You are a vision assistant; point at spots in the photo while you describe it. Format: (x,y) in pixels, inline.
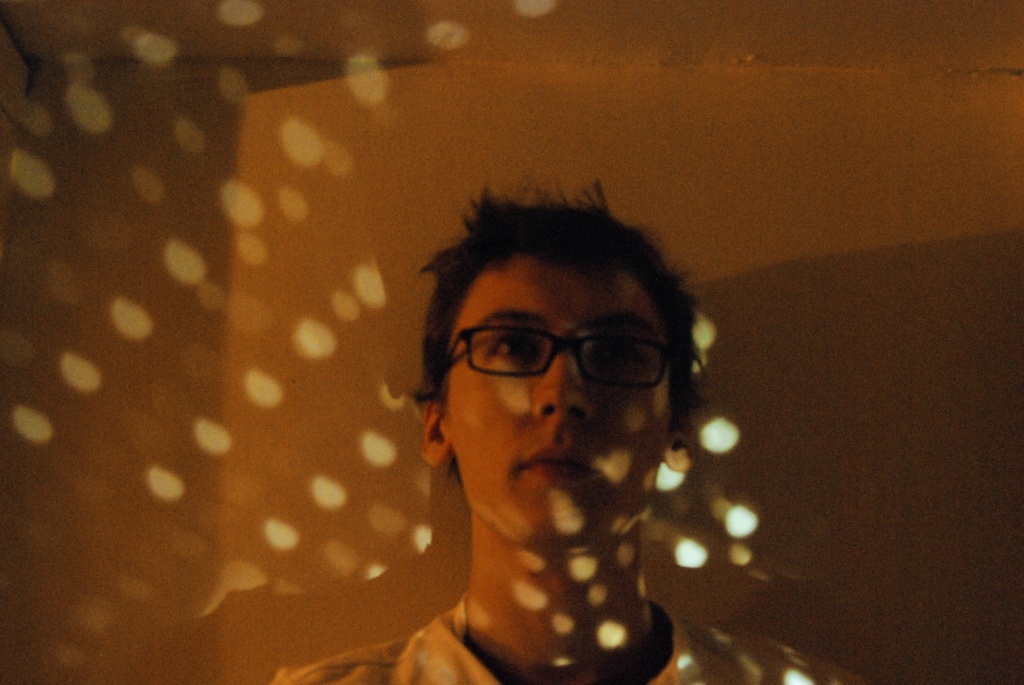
In this picture I can see a man (422,666) wore spectacles (629,373) and I can see a wall (712,304) on the back (710,287) and looks like reflection (516,387) of few lights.
